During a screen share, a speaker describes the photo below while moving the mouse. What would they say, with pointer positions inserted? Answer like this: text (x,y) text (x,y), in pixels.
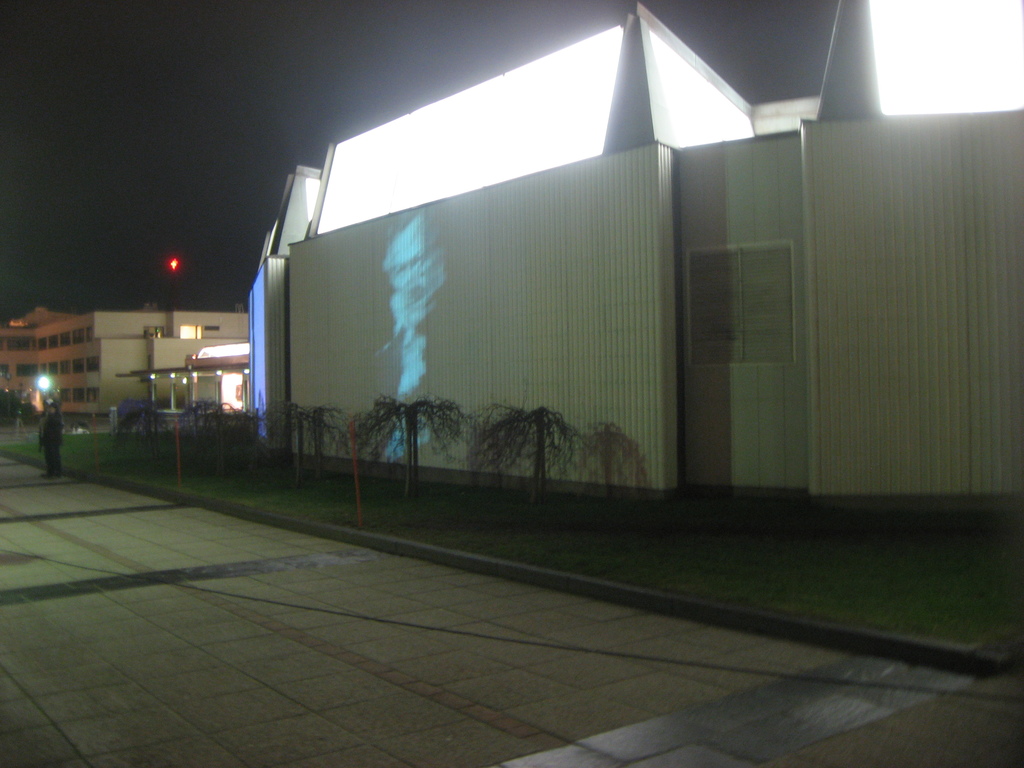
In the center of the image (464,266) there are buildings (214,316). We can see a screen (425,435) and there are plants (441,432). On the left (53,406) there is a man (56,473) standing. At the top (122,140) there is sky (171,139) and we can see lights (170,270).
